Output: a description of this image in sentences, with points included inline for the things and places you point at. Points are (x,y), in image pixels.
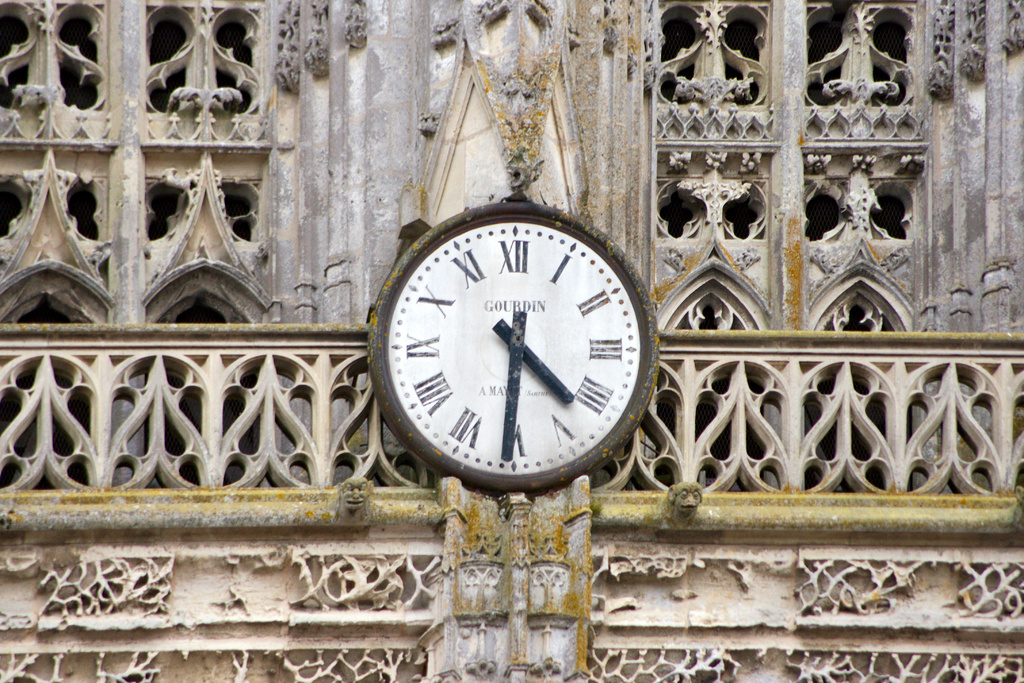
In this image, we can see a clock (545,326) on the wall (590,122). Here we can see railings (959,480), pillars (959,193).
